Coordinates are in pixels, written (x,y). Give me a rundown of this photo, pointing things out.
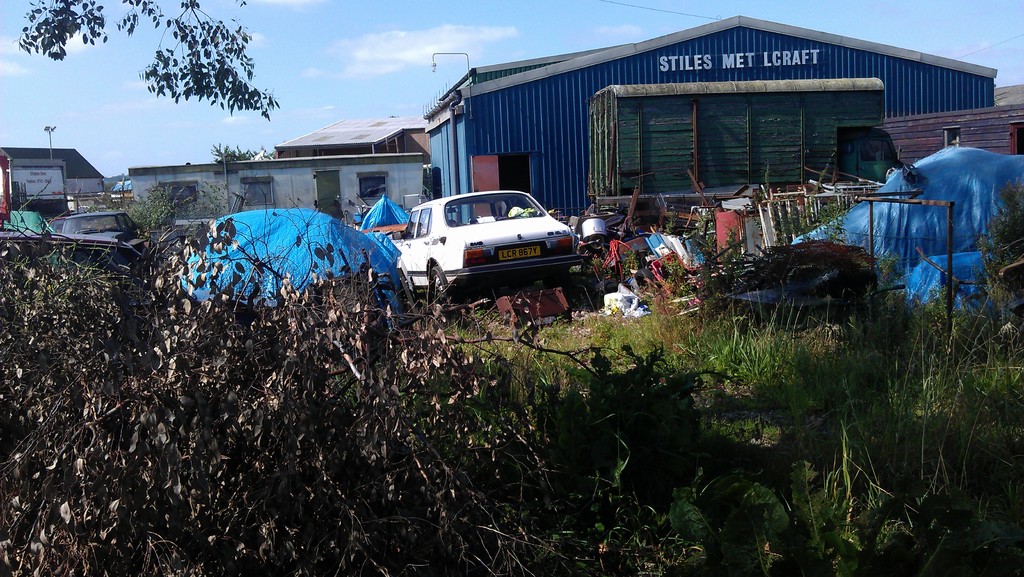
In this image we can see trees (235,75), plants (632,427), grass (698,447), dump (637,315), cars (506,250) here, shed (527,76), wooden houses (1000,145), poles (50,130) and the sky (290,72) with clouds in the background (127,101).
